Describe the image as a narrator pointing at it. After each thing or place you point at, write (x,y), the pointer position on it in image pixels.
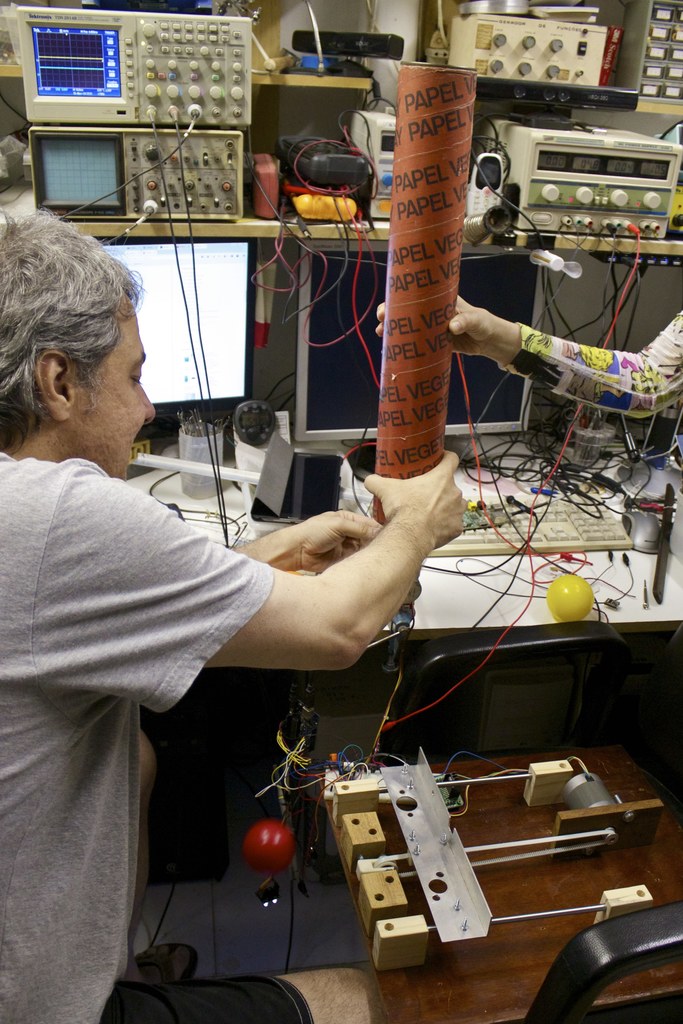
In this image we can see machines (221,105), cables (302,228), computer display (193,277), pen holder (218,444), persons (181,521) and a stress ball (562,584).
